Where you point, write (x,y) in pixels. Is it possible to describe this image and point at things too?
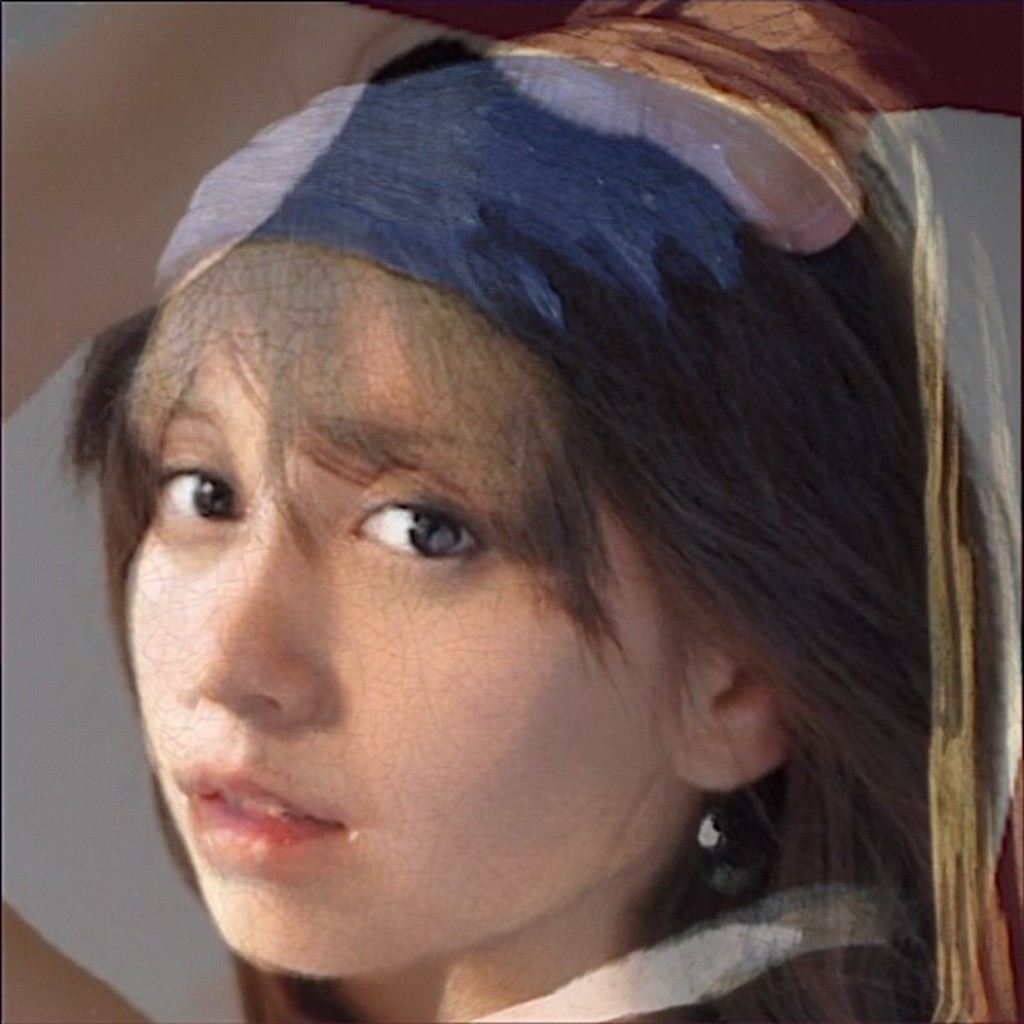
This is an edited image, I can see the face (605,611) of a woman (216,424).
